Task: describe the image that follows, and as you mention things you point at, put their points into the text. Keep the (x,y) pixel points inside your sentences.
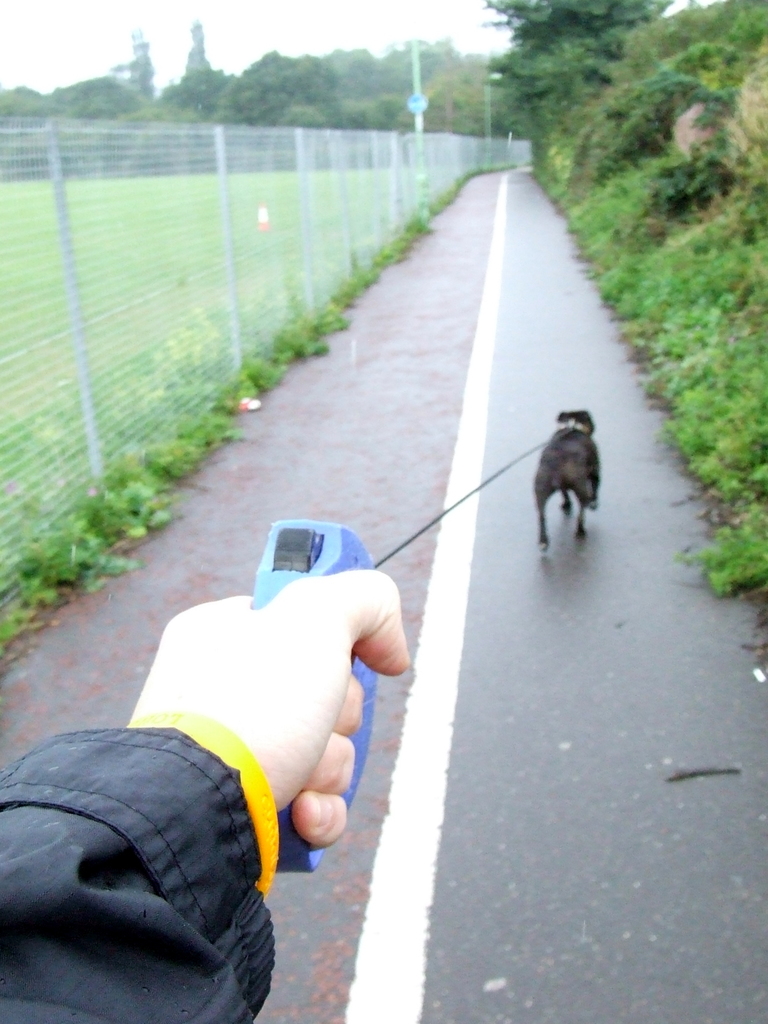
In this picture I can see a person (119,905) holding the belt (262,596) of a dog (548,537), which is on the road (461,469), and there is grass (149,340), plants (762,202), wire fence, poles (492,79), trees (225,91), and in the background (332,36) there is sky (385,42).
